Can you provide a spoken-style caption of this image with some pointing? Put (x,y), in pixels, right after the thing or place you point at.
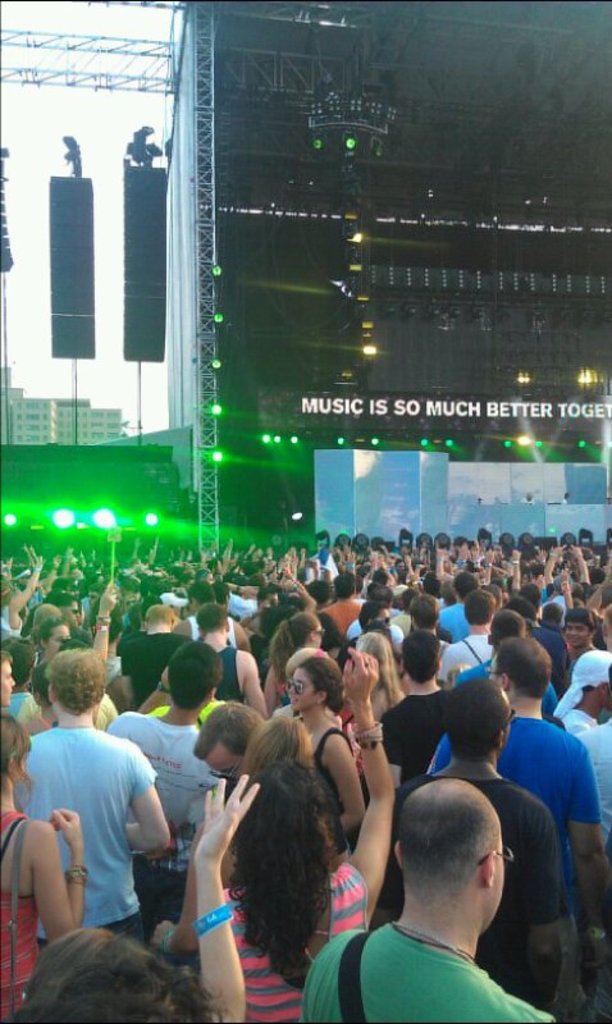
In this picture we can see groups of people (286,815) standing on the path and in front of the people (196,569) there is a stage (262,376) with lights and behind the stage (317,374) there are buildings (19,398) and a sky (13,308).
